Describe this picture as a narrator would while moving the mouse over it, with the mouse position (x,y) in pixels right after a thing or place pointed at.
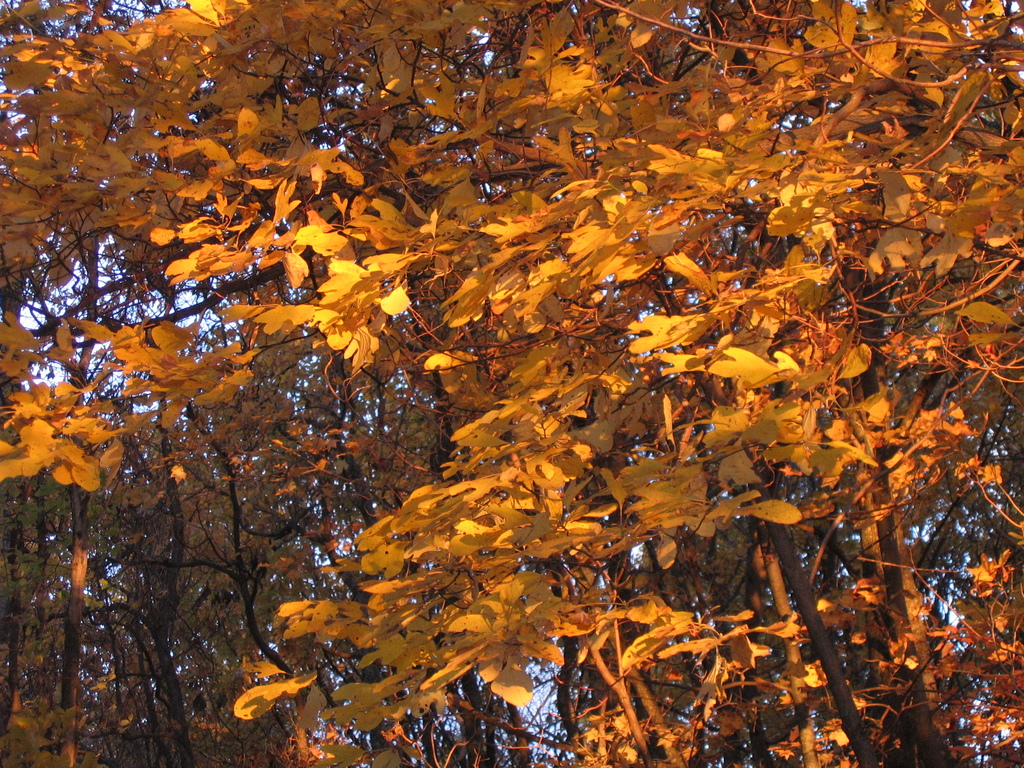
In this image we can see trees (454,523). In the background (297,291) there is sky (238,319).
